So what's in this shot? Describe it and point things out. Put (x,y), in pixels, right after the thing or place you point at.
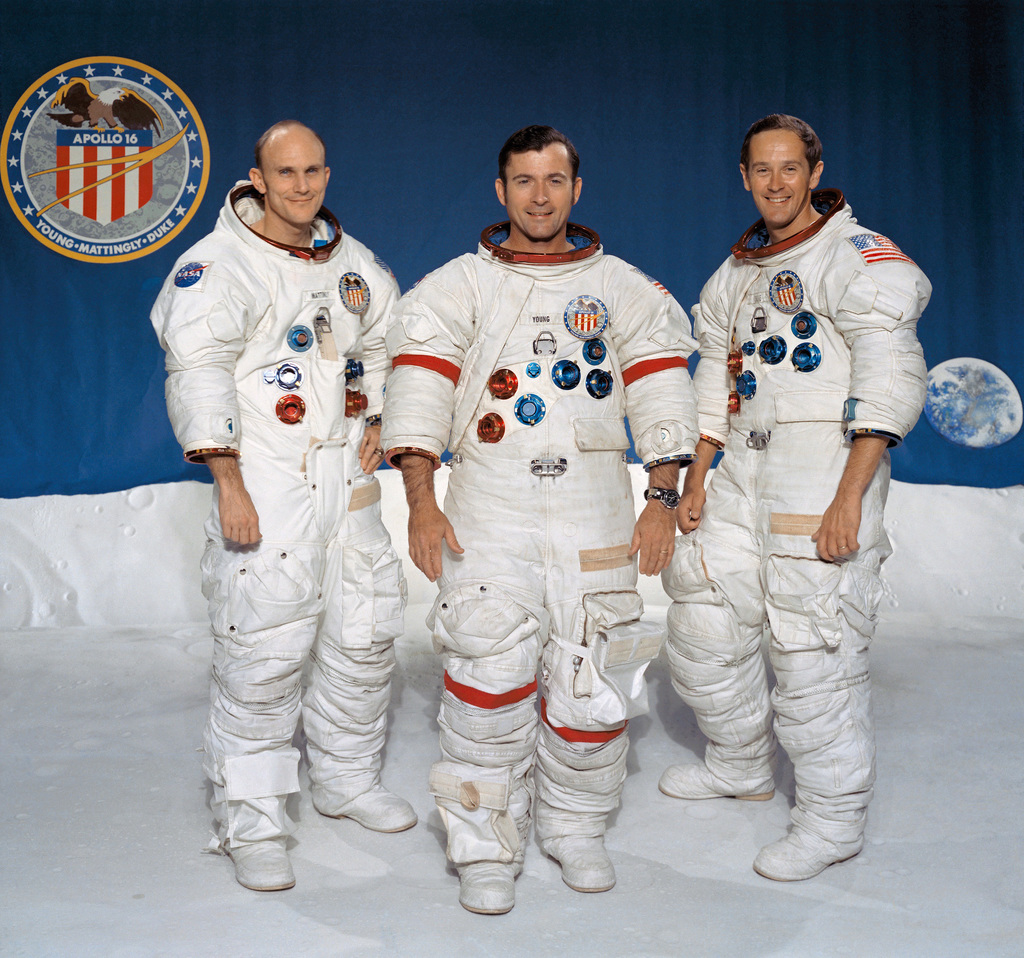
In this image there are three persons (529,480) standing on the floor (68,748). They are wearing astronaut dress (516,480). Behind them there is a poster (65,173) having an emblem (103,185) and an image of the earth (973,409) are on it.
